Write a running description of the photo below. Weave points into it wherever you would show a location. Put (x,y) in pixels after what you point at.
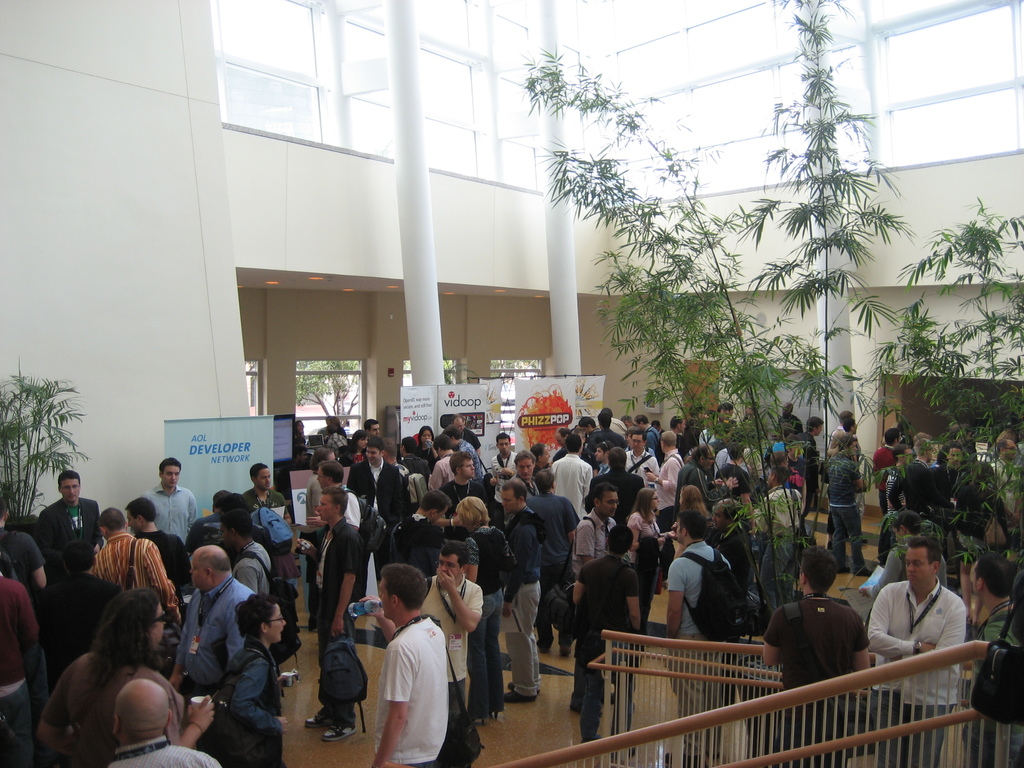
It looks like some event inside a building (966,299), there are a lot of people (628,487) gathered on the floor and behind the crowd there are different banners (518,403).
